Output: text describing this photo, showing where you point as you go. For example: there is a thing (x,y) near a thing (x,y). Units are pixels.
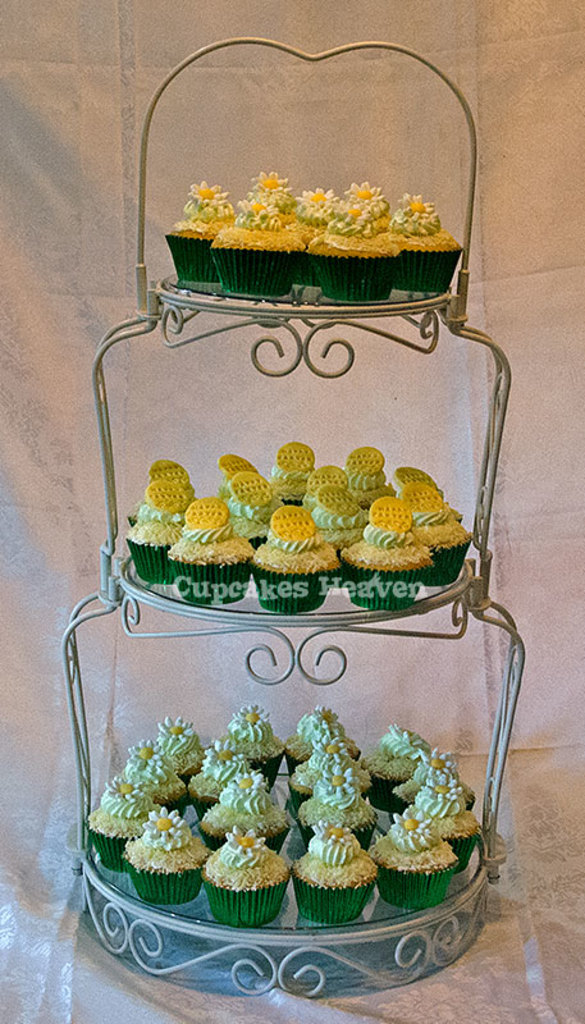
In this image we can see cupcakes (196,529) placed on the stand (301,647).
